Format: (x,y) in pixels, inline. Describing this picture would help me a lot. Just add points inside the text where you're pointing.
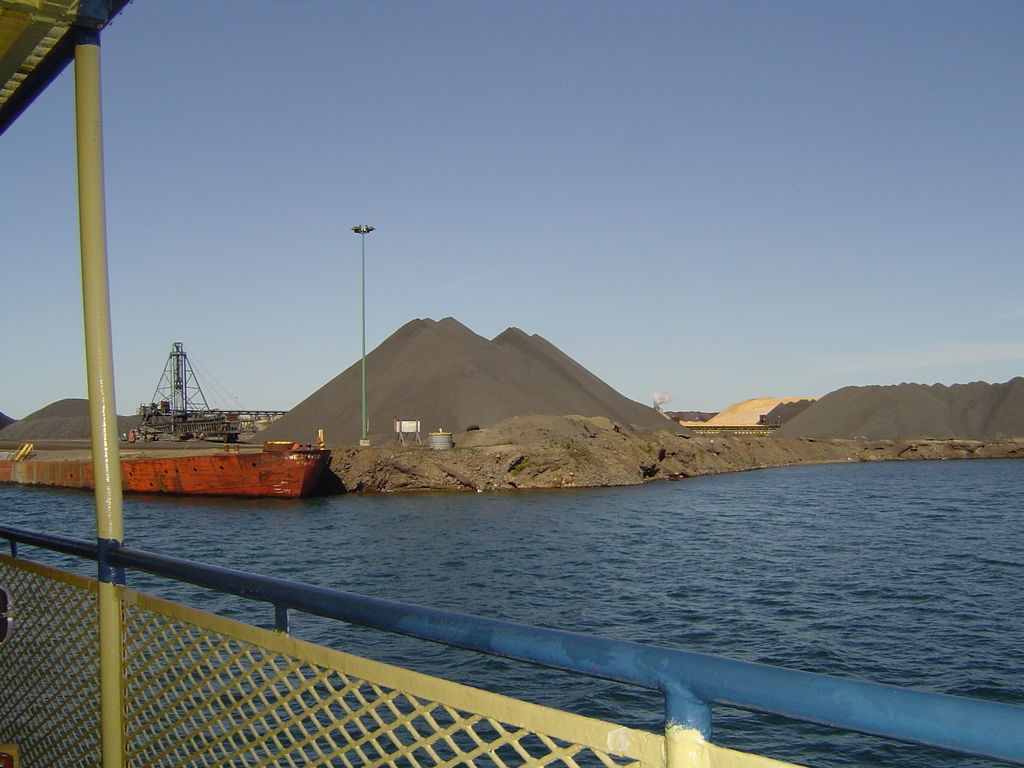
In this image we can see one object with pole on the left side of the image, one fence (27,570), two objects (10,633) near the fence (8,569), one light (353,231) with pole (363,241), one river (370,550), some objects (733,427) on the ground (39,441), some mud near the river (49,507), one boat (79,454) on the river (387,549), some objects (392,429) looks like sand (299,433) on the ground (614,444) and at the top (782,130) there is the sky (690,184).
